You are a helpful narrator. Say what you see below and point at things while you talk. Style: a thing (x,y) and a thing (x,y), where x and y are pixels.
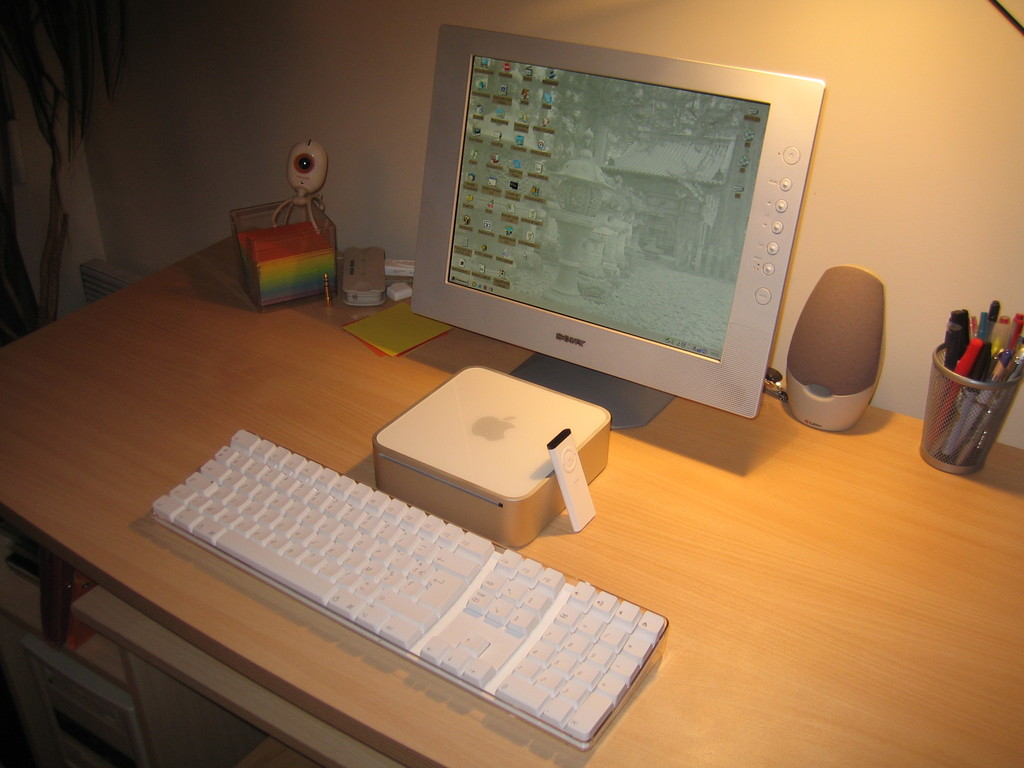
In this image on a table (332,351) there is a monitor (584,357), keyboard (268,510), remote (569,503), speaker (836,411), a pen stand (970,386) with pens (984,334), and few other things (282,247).
